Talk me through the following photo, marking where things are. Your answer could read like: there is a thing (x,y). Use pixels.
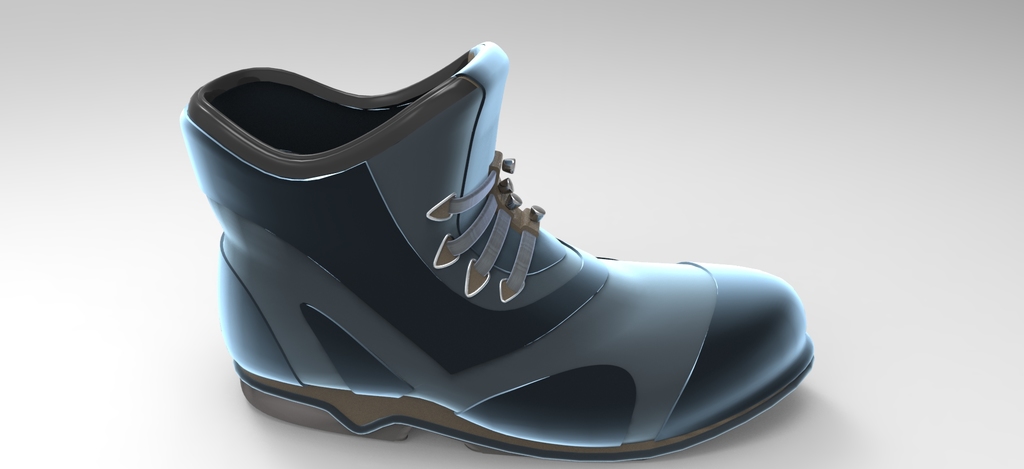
In this image we can see an animated picture of a shoe (452,314).
